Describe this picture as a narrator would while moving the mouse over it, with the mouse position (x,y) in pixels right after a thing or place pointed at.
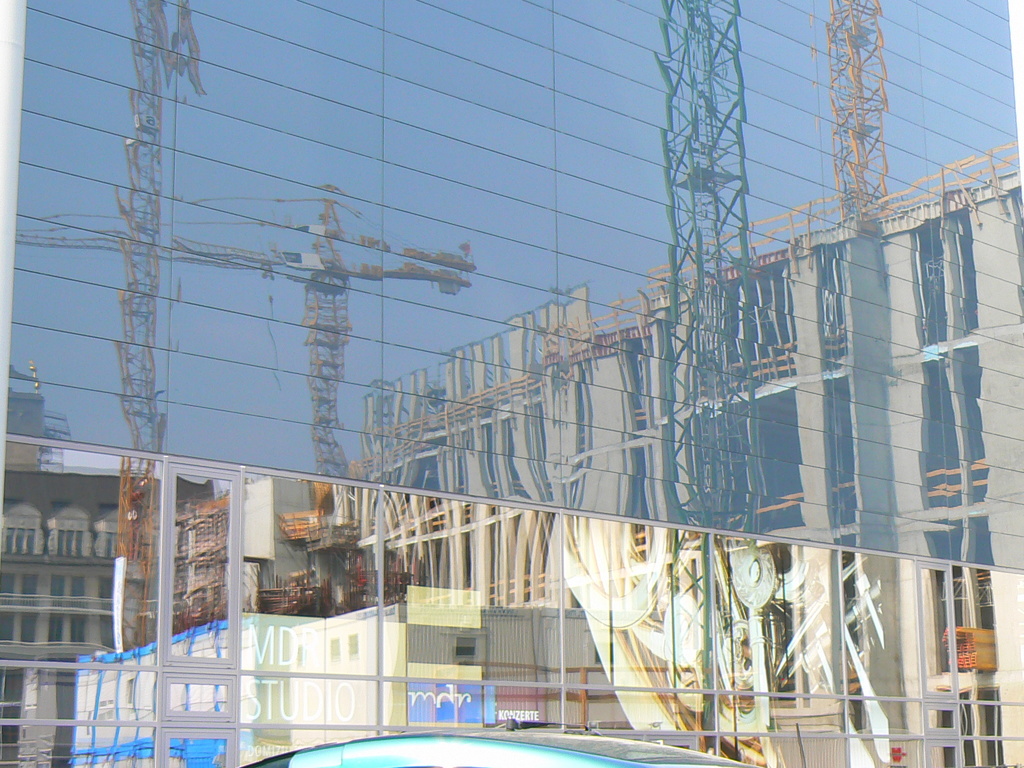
This picture is clicked outside the city. At the bottom of the picture (299,699), we see buildings (361,544) and at the top of the picture (373,134) we see a glass building (508,344) in which we can see buildings (544,313) and cranes (373,278).
